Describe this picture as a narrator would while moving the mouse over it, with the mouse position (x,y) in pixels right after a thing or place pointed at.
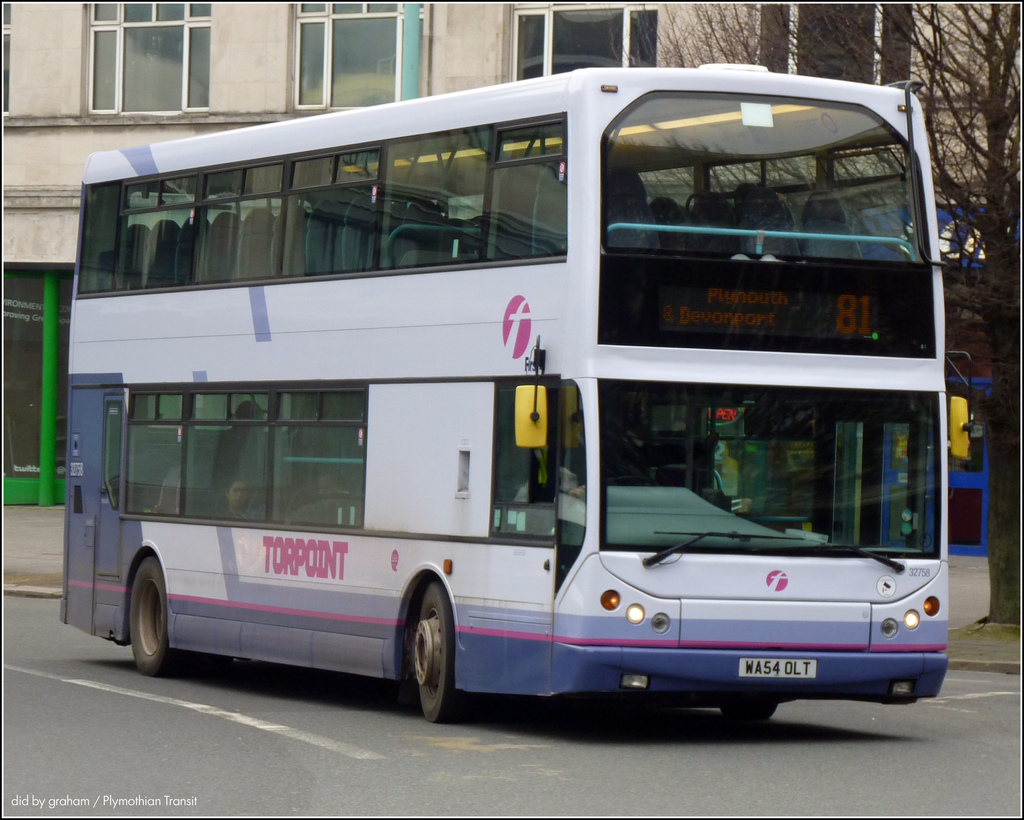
In this picture we can see a vehicle (374,677) on the road (462,764) and in the background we can see a building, tree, in the bottom left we can see some text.
